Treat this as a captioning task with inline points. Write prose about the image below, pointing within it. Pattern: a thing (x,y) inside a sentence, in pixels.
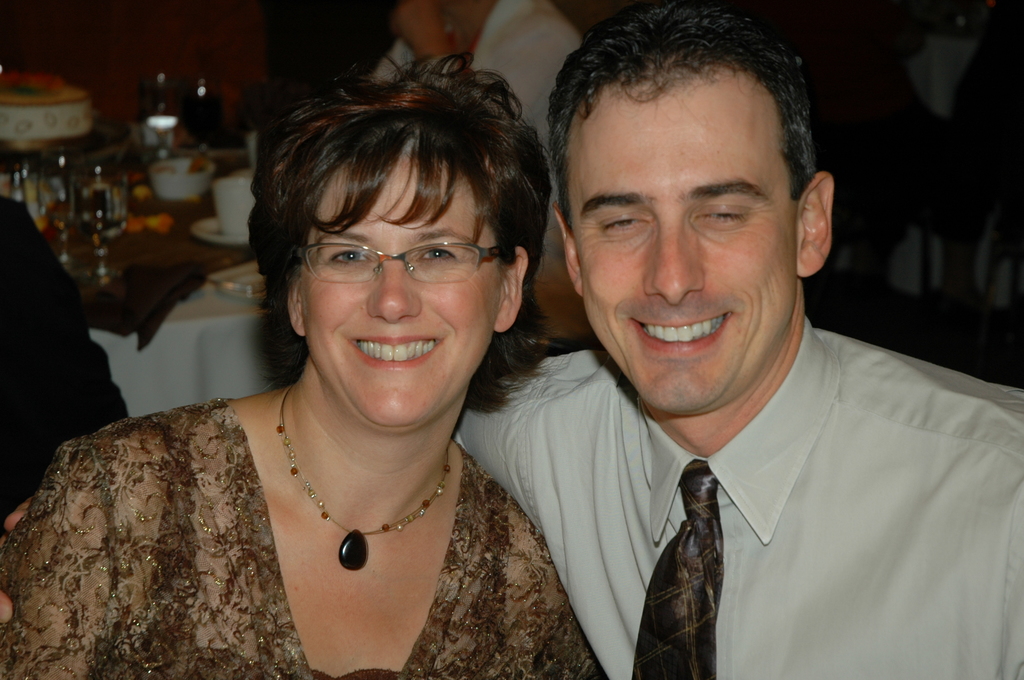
In this image we can see few people (575,170) sitting, in the background (183,341) there is a table (162,263), on the table (135,214) there are few glasses (38,194), bowl (200,190) and few objects (216,221).
